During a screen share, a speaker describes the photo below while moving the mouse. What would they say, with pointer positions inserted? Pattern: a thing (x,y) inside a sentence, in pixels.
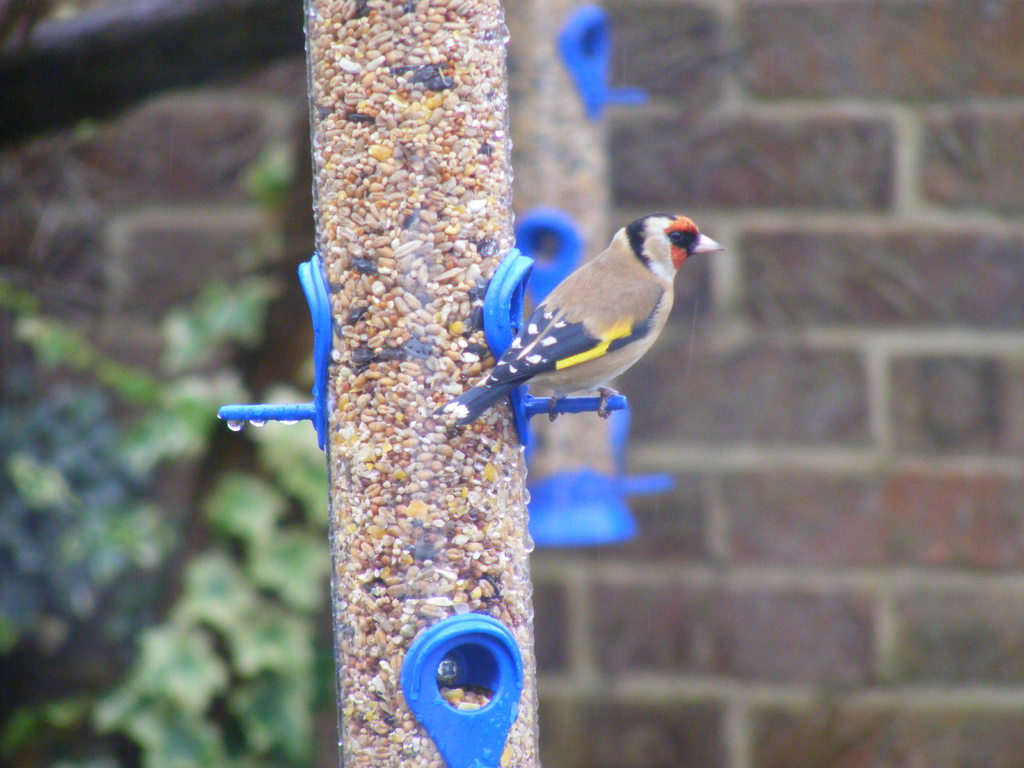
This picture shows a bird (531,367) on the tube (422,471) and we see food (366,335) for the birds (579,273) in the tube (419,24) and we see a wall (768,536). The bird (623,273) is brown black and yellow in color.
